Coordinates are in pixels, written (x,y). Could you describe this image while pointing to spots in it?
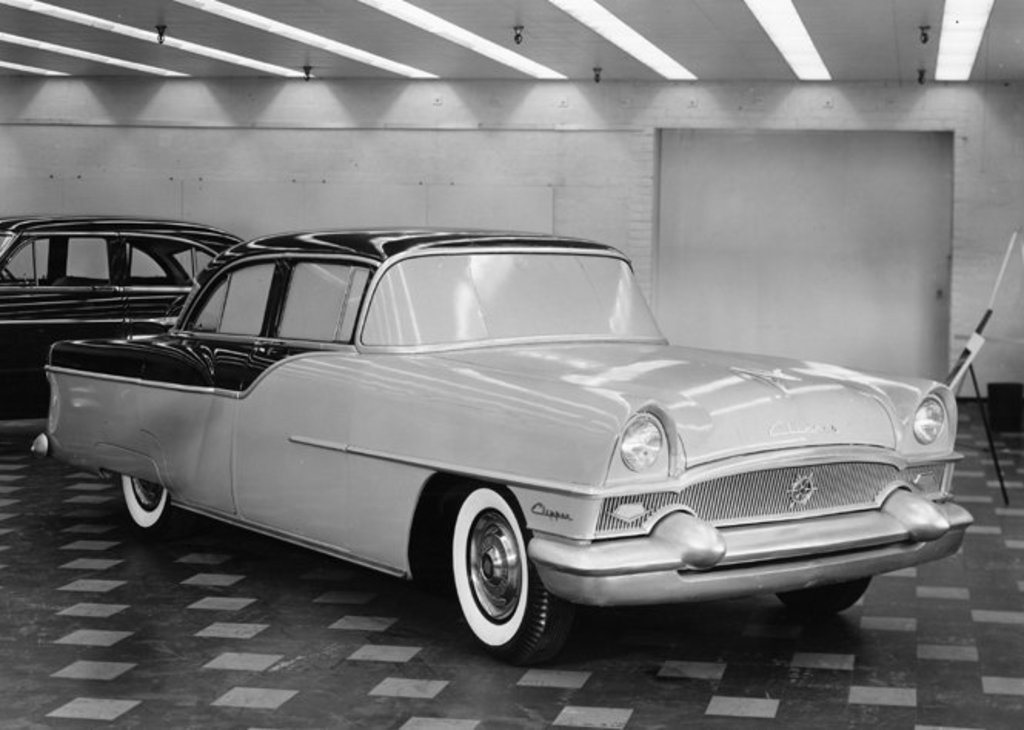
In this picture I can observe two cars (181,324). In the background (875,182) there is a wall (546,179). This is a black and white image.
